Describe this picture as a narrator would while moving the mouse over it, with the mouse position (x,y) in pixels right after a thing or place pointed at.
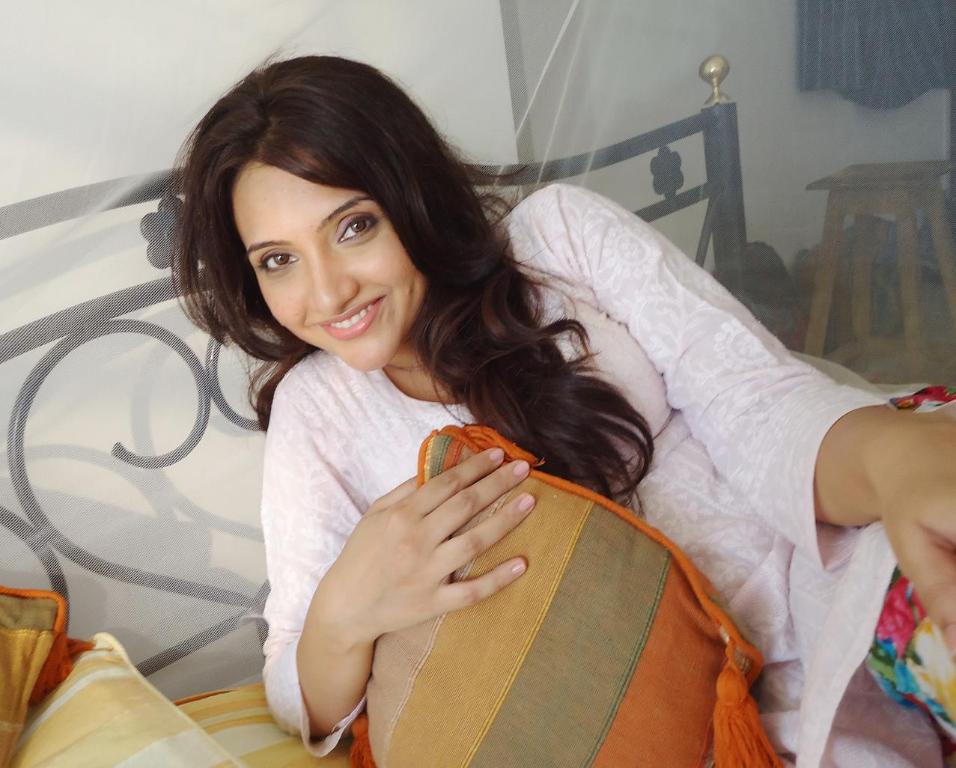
In this picture we can see the woman (386,377) lying on the bed (128,304), smiling and giving a pose to the camera. Behind we can see the black pipe bed (118,315) and white net curtain (588,68). In the background (485,60) there is a white wall (656,62).
